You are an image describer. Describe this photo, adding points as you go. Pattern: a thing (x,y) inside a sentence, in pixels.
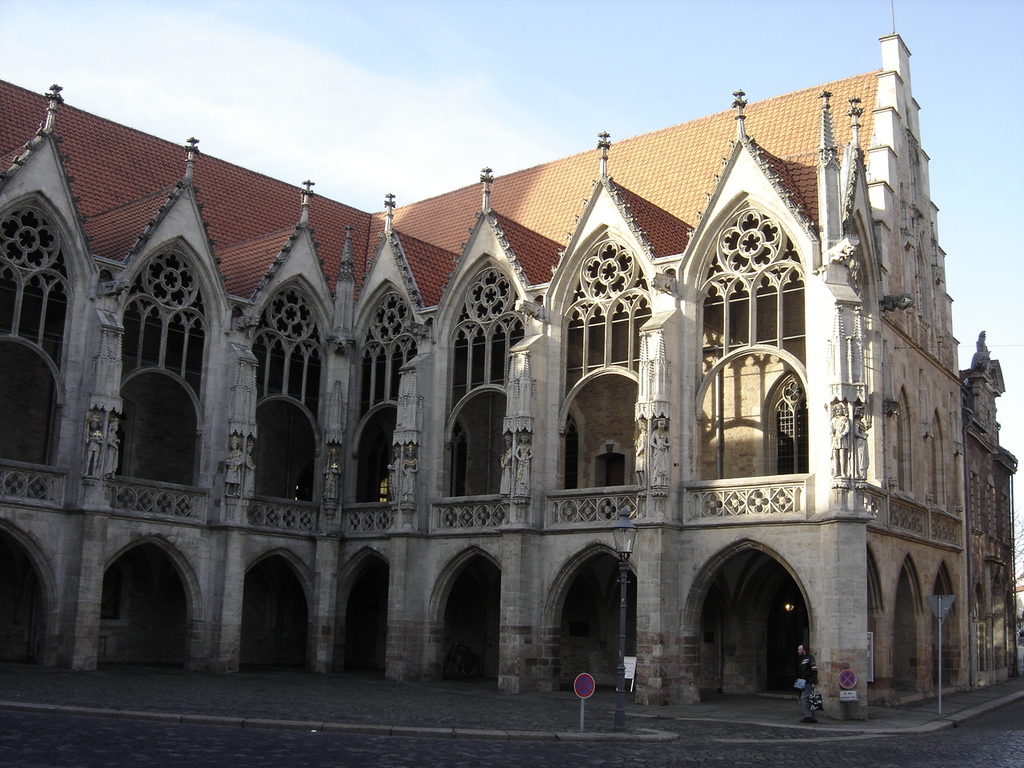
In this image I can see a building (591,543), few poles (624,674), few sign boards (624,674) and here I can see one person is standing. In the background (320,107) I can see clouds (368,146) and the sky (649,119). I can also see number of sculptures (643,472) over here.
